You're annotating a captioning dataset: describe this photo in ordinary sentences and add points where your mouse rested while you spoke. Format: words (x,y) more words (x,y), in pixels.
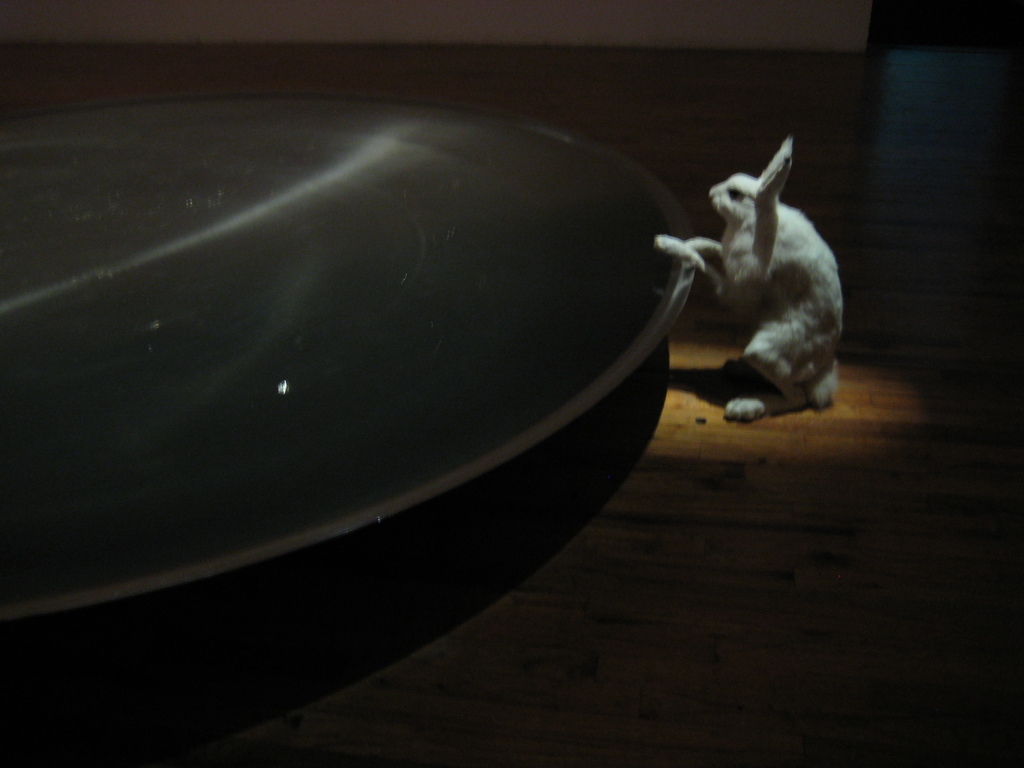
In the given image i can see a rabbit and some other object (426,415).
